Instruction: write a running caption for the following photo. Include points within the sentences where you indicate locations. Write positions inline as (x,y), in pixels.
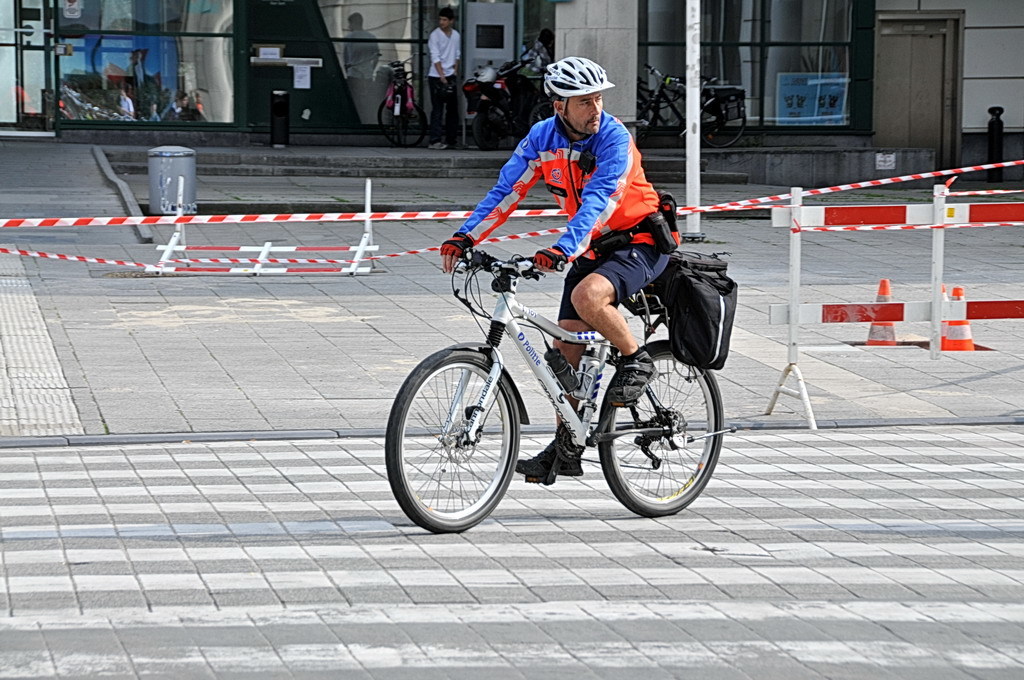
In this picture we can see a man (578,265) is riding a bicycle (553,364) on the road (357,521). Behind the man (606,273) there are traffic cones (889,329), barricade (863,307), bicycles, a person (452,120), a motorcycle (488,120) and some objects (271,100). Behind the bicycles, it looks like a building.
